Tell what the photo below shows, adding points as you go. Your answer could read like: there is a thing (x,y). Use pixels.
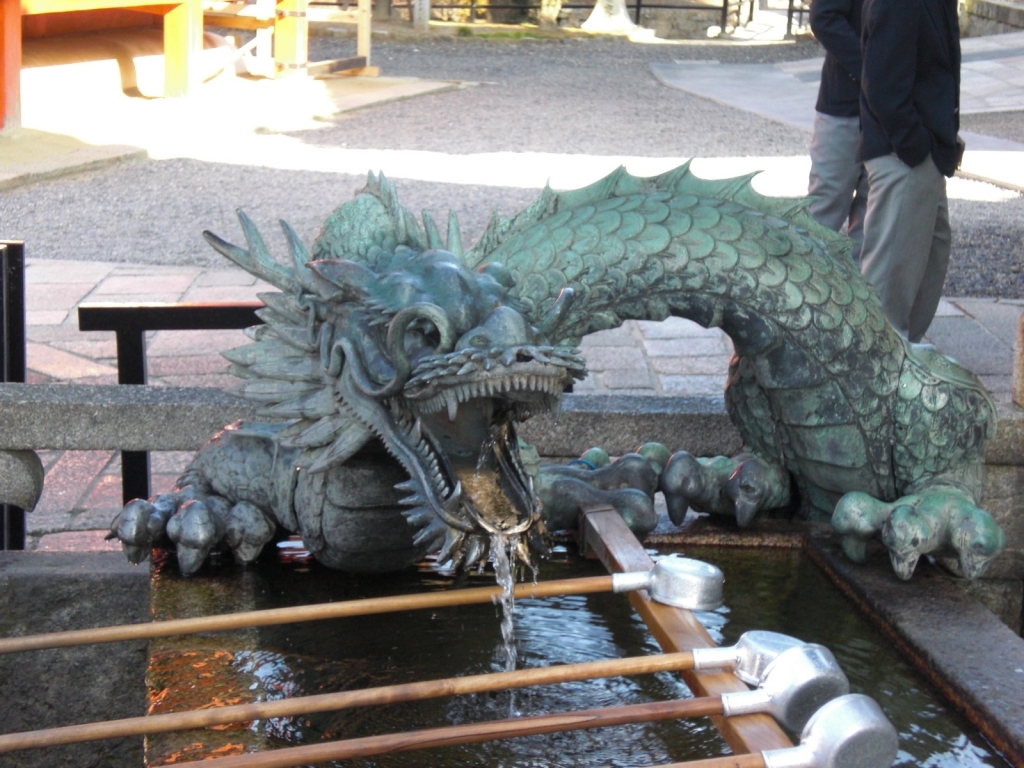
In this image, we can see some water (378,726). We can also see a some poles (719,699) on a wooden object (784,739). We can see a statue (892,359). We can see the ground (587,141) with some objects (61,16). There are a few people (874,228). We can also see some black colored objects (137,358).
